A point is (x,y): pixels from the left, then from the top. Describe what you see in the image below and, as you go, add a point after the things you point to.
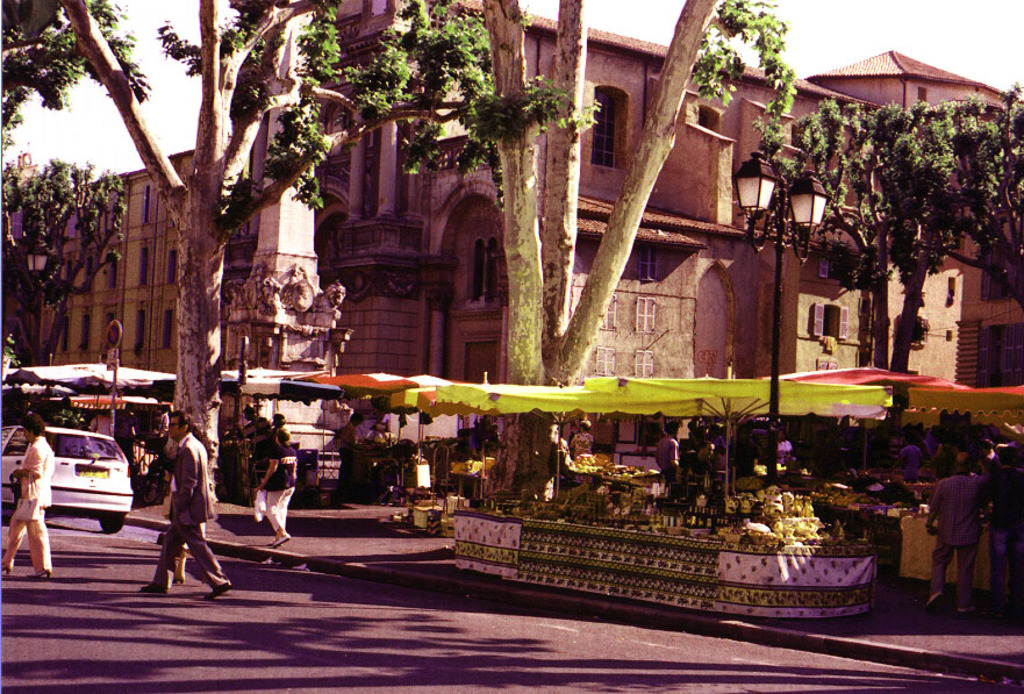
In this image there are few people (166,571) are walking on the road (177,648) and there is a car (102,461) on the road (189,656). At the center of the image (672,273) there is a building (472,262), in front of the building (235,257) there are trees (185,347) and stall (584,491), in front of the stall (873,507) there are a few people (668,467) standing. In the background (943,41) there is a sky (941,56).
